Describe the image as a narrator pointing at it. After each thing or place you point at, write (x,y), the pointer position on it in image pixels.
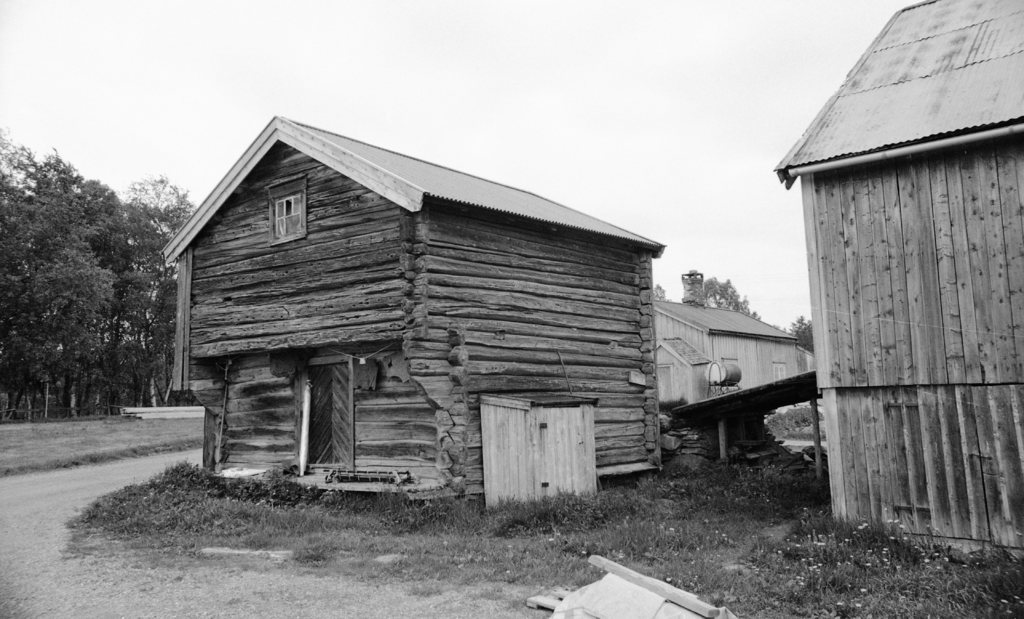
This is a black and white image. In this picture we can see the houses (600,250), roofs (979,5), trees (131,333), grass (804,511) and ground (684,522). At the bottom of the image (57,608) we can see the ground (200,600). At the top of the image (479,117) we can see the sky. In the bottom right corner (944,560) we can see the flowers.
